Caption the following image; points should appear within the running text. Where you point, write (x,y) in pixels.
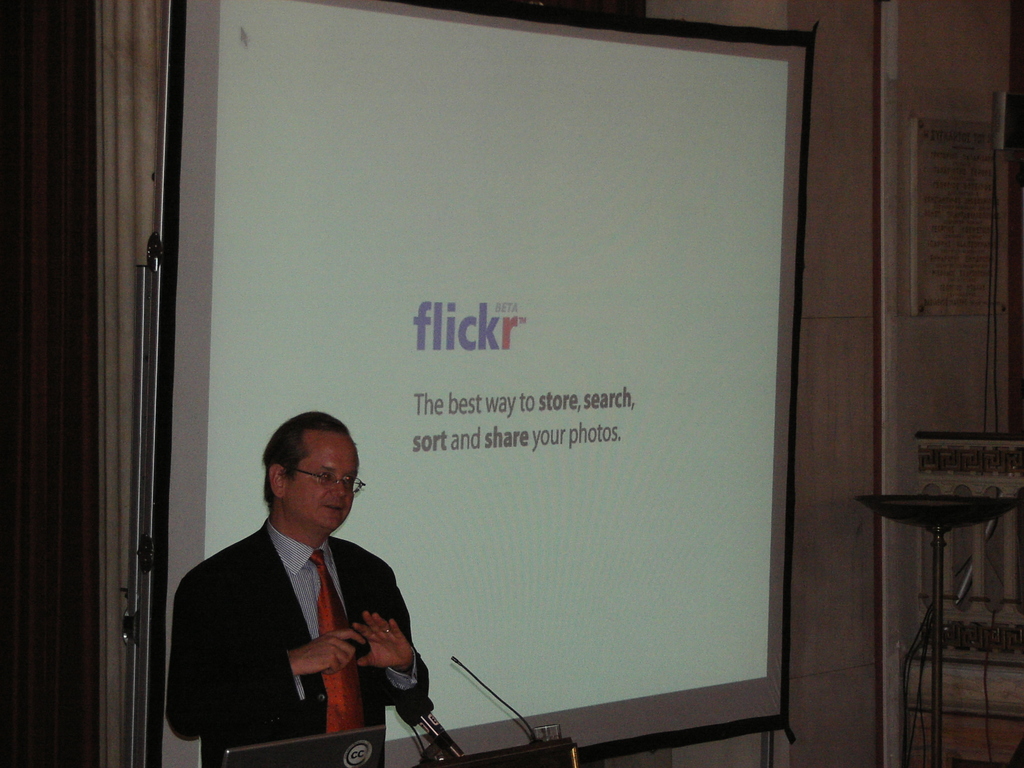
Here in this picture we can see a person (275,579) standing over a place and we can see he is wearing suit (251,576) and spectacles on him and speaking something in the microphone (405,703) which is present in front of him on the speech desk (519,754) over there and behind him we can see a projector screen (616,46) with something projected on it over there and on the right side (987,505) also we can see something present on the stand (938,535) over there.
